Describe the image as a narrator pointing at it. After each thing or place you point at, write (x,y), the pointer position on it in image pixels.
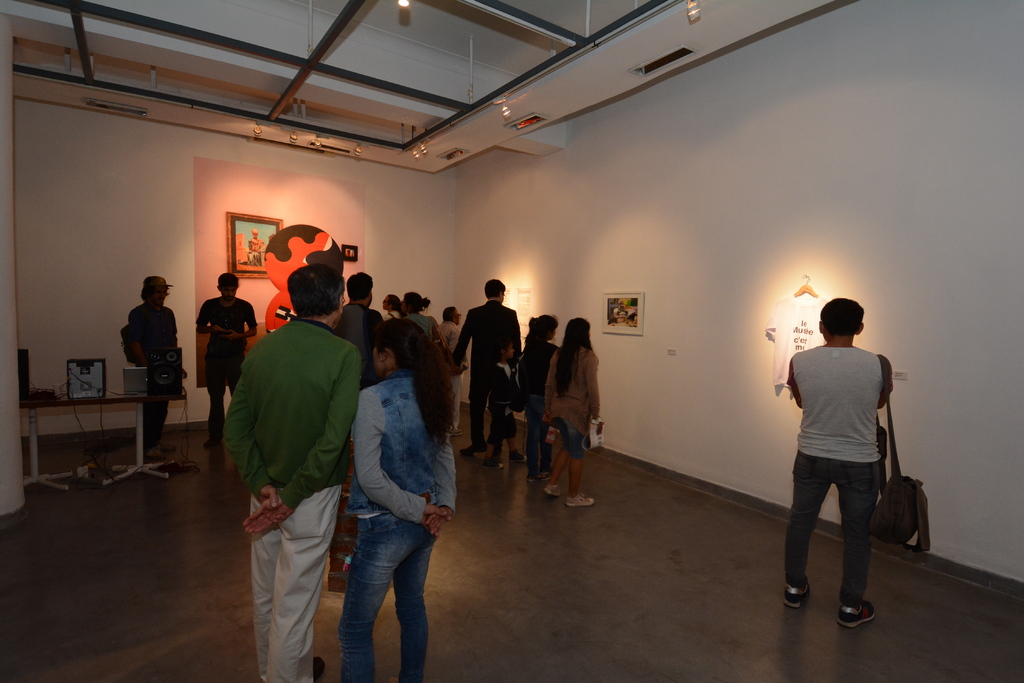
In the foreground of this image (295,312), there are persons (544,396) standing on the floor (547,575). In the background (813,257), to the wall (651,296), there is a cloth (804,334) hanging, few frames (250,228) to the wall (671,333). On the left (19,371), there is a table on which speaker box (175,390), monitor (136,383) and CPU (85,382) is placed on it. On the top (370,63), there are lights (402,1) to the ceiling (206,63).
